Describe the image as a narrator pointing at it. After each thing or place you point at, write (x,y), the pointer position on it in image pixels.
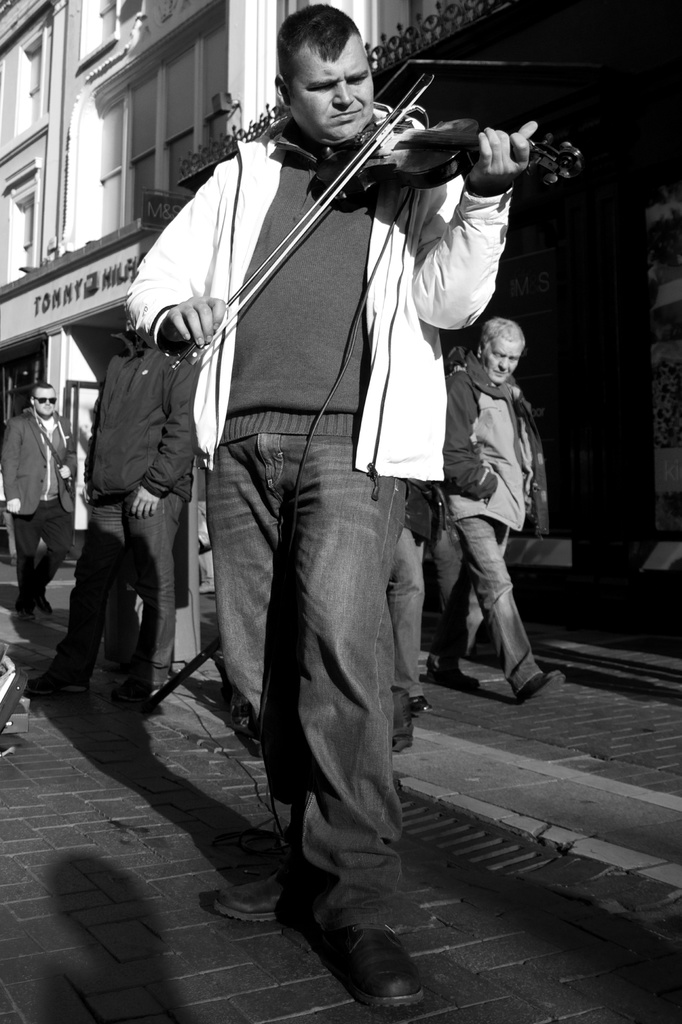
This picture is taken outside. The picture is in black and white. There is a person (472,306) playing a violin (458,164). In the background (455,110) there are group of people (505,360) and a building (164,143).
